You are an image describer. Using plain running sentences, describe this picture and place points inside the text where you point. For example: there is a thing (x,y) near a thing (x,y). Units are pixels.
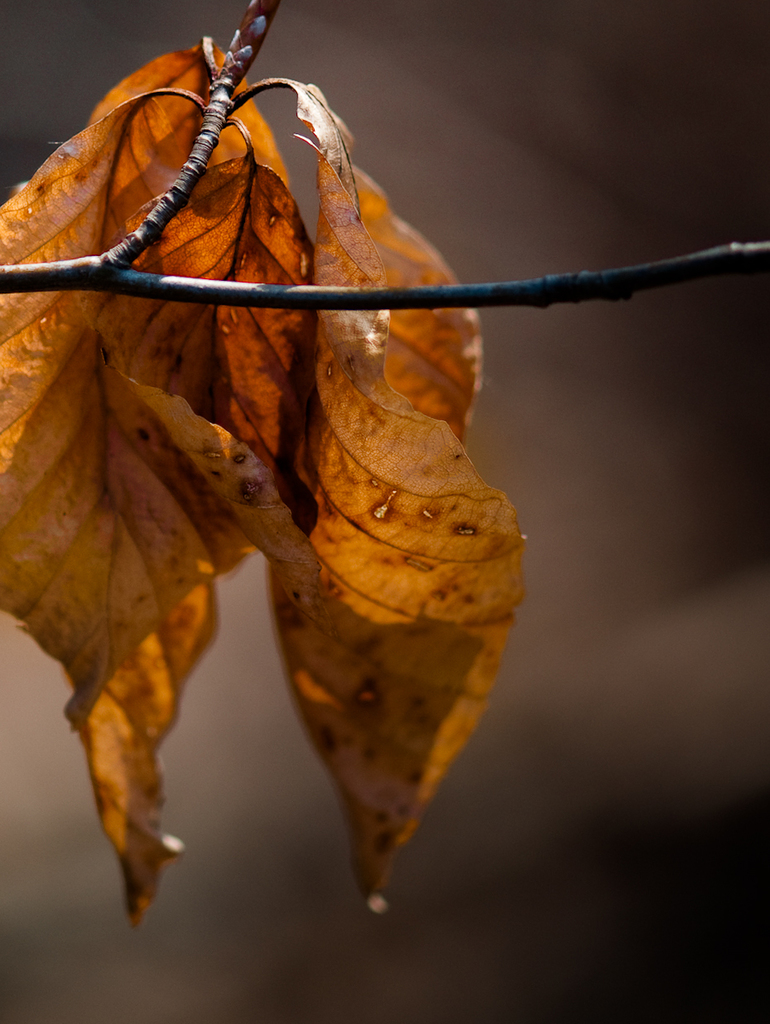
In the foreground of this picture (264,486), there are four leaves (212,247) to the branch (226,90) of a tree (120,285) and the background (708,319) is blurred.
